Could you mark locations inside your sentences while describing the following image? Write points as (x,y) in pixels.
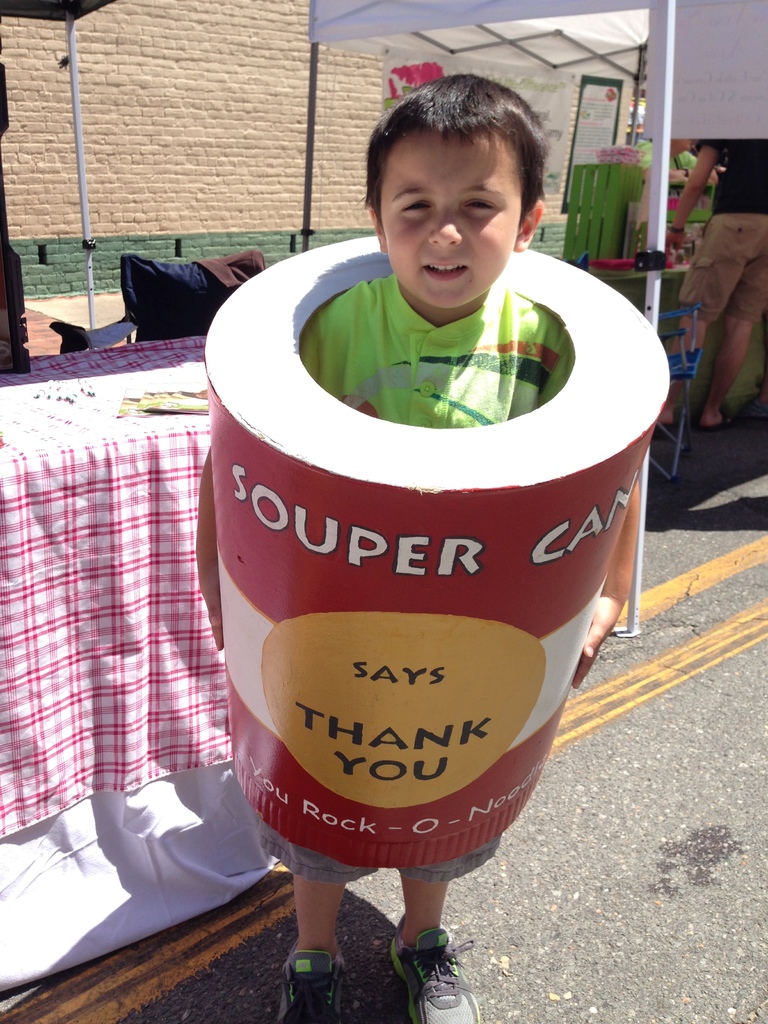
In this picture, in the middle (494,472), we can see a boy (484,235) wearing a hollow cylinder (568,643). In the background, we can see some stalls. On the right side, we can see a man (725,256) standing in front of a table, a brick wall (156,156), at the bottom (267,955) there is a road (751,771).
